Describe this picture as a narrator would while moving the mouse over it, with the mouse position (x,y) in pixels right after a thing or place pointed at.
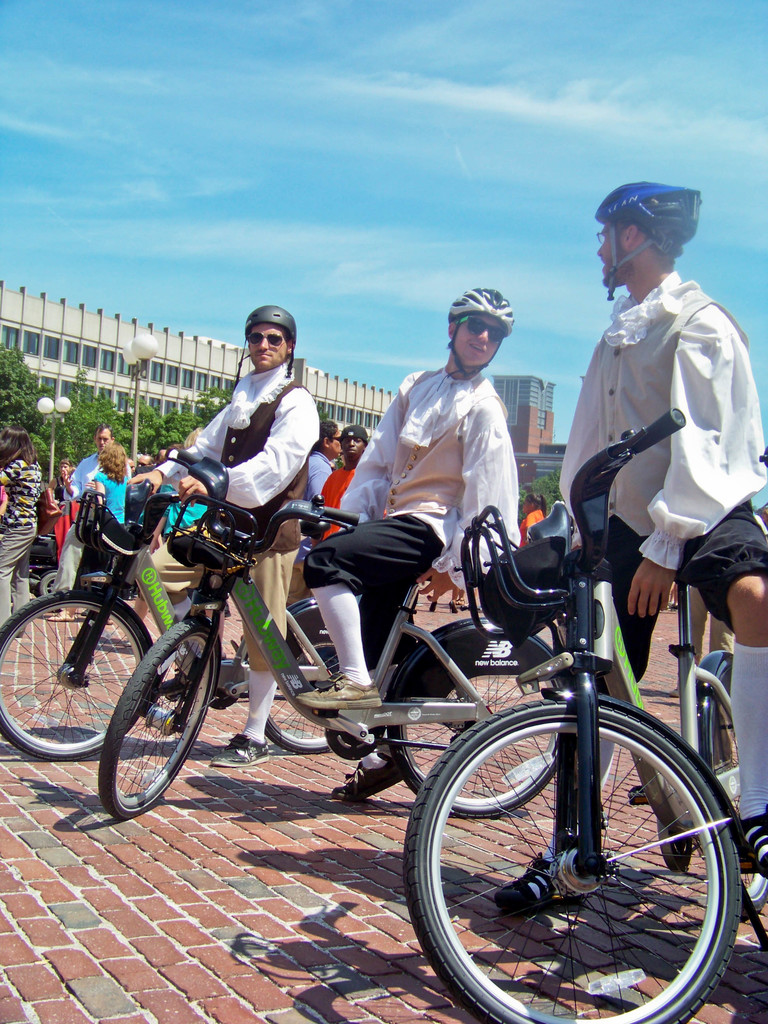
Few persons (7,451) are standing. These three persons (281,436) are sitting and holding bicycle (461,733). On the background (119,336) we can see building (167,348), trees (176,433), pole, light (63,406), sky (195,173). These three persons (473,369) wear helmet (461,366).
